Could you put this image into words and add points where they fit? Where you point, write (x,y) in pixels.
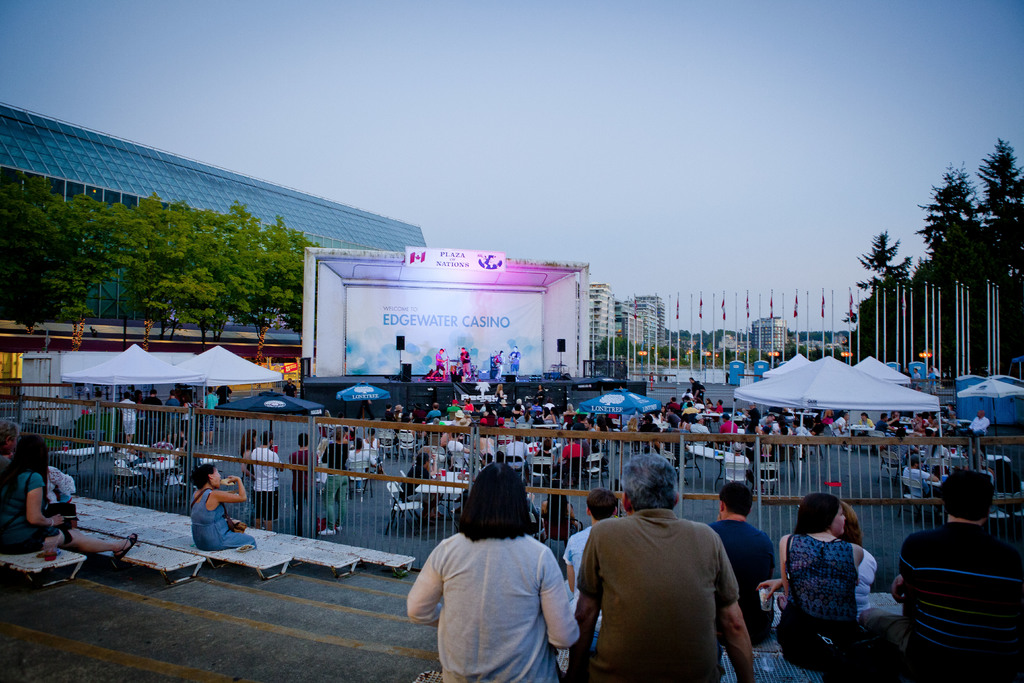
In this image there are buildings (811,349), flags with the poles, trees (1018,209), stage (405,397), speakers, umbrellas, stalls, tables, chairs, group of people (1015,575) standing and sitting on the chairs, and in the background (881,10) there is sky (347,125).
